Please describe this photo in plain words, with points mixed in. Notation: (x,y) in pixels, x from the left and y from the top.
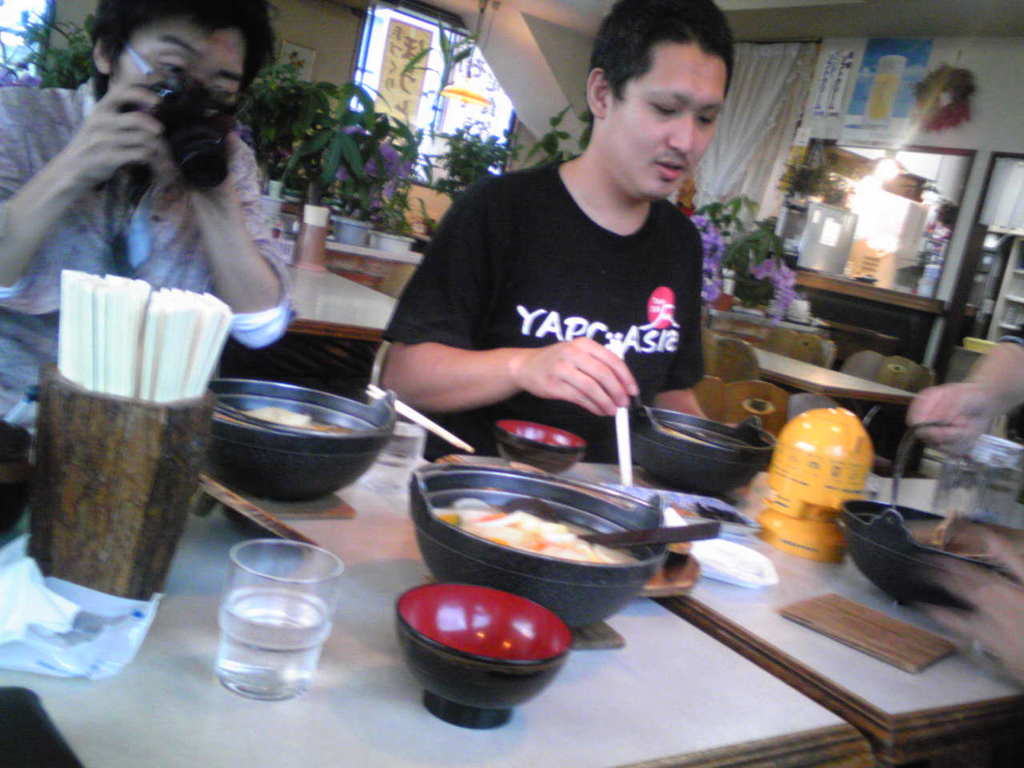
In this image we can see two men (523,285). One is wearing black t-shirt (597,307) and the other one is wearing shirt (10,145) and holding camera (176,136). In front of them one table (633,718) is there, on table (380,722) bowls (403,594), sticks (152,399), glasses (284,617) and food (538,547) are present. Behind them trees (398,119), curtain (771,100), pots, window (489,98), tables (794,361) and chairs (739,371) are present.
